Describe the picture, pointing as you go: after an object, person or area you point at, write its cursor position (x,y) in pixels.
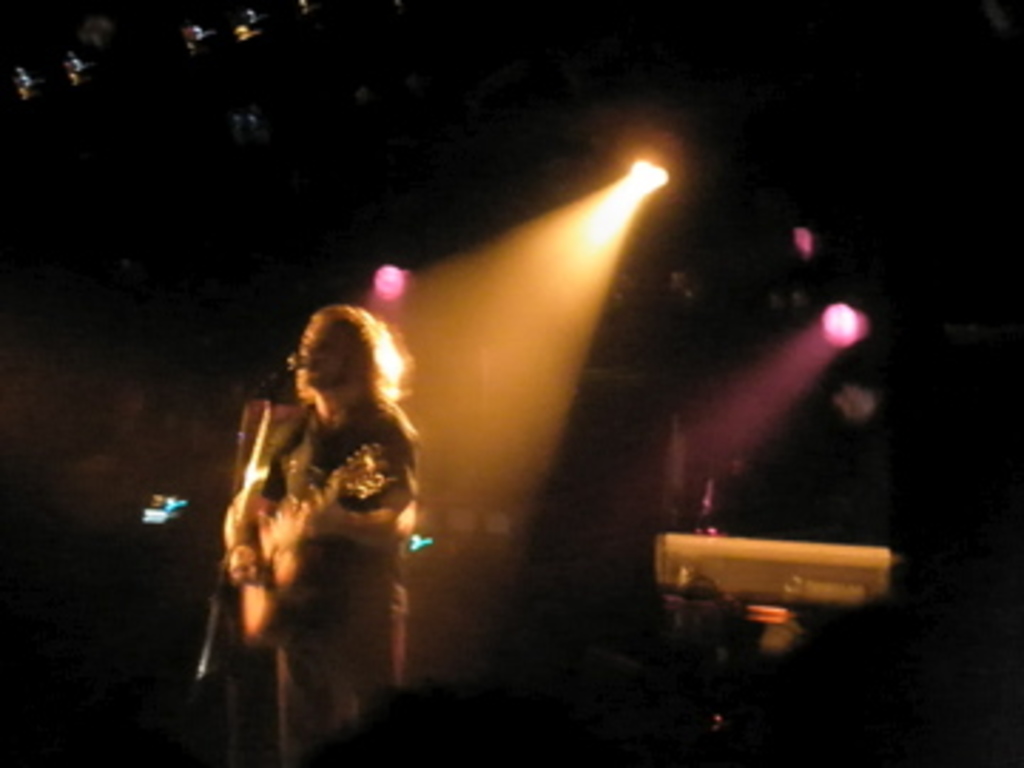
In this image I can see the dark picture in which I can see a person (370,559) is standing and holding a musical instrument (371,459) in his hand (278,510). I can see a microphone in front of him. I can see the dark background in which I can see few lights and few other objects (777,555).
